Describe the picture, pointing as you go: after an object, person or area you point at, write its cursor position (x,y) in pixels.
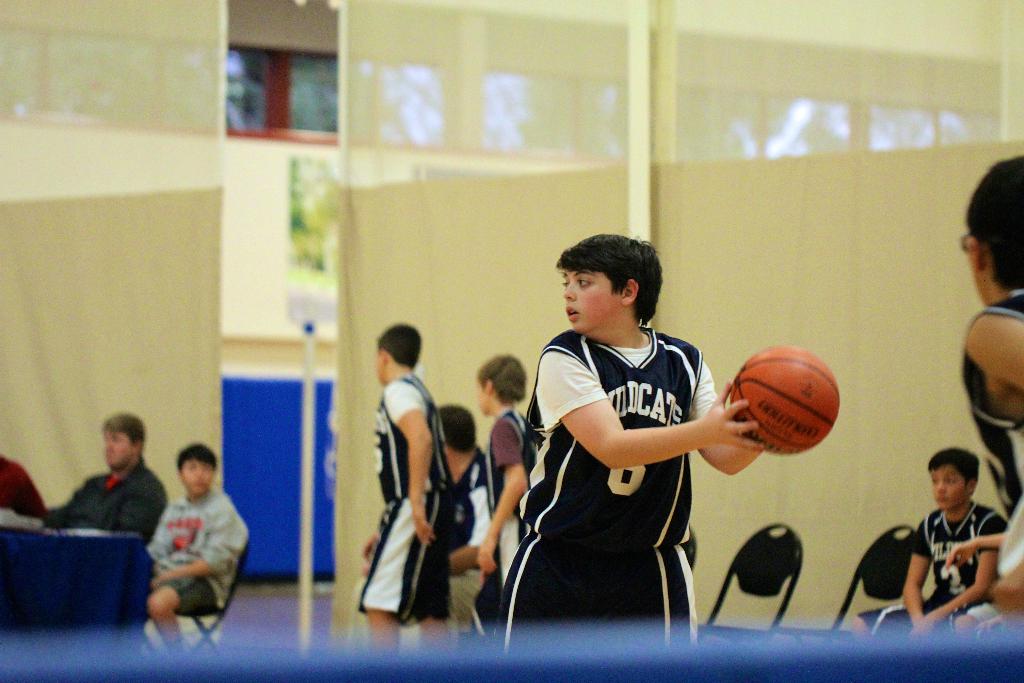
In this picture I can see a person (524,580) standing and holding a ball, there are few people (518,382) standing, there are few people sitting on the chairs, there is a table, and in the background (531,355) there are some objects (376,401).
